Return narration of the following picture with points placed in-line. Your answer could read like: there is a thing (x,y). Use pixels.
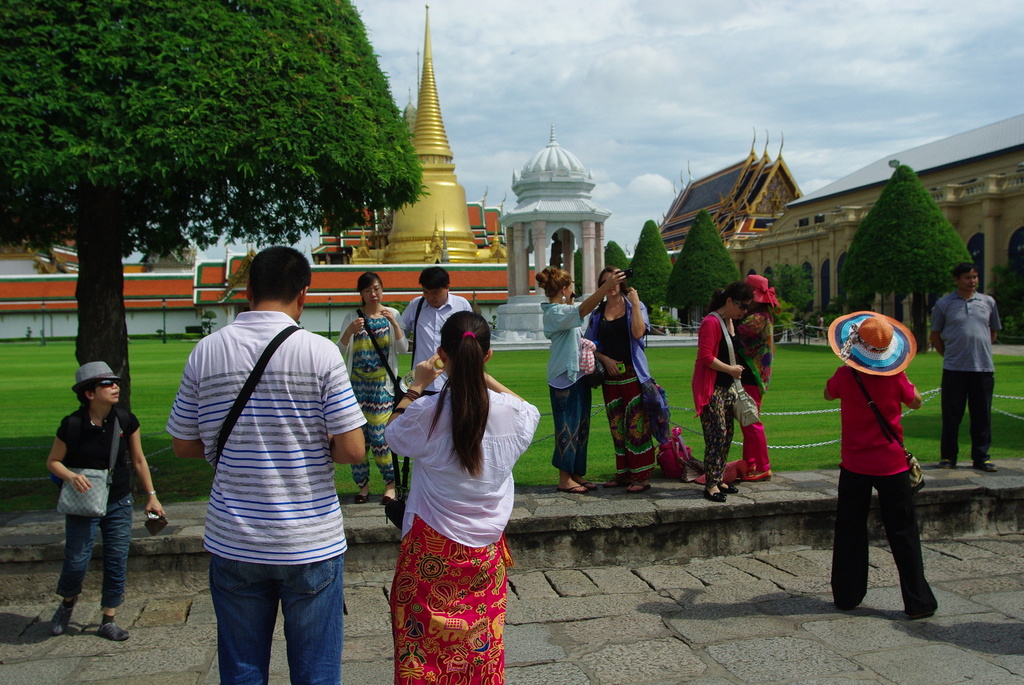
In this image we can see persons (76,582) standing on the floor (795,561). In the background (281,144) we can see trees (161,193), ground (811,387), chain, buildings (326,327) and sky (726,80) with clouds (843,80).
